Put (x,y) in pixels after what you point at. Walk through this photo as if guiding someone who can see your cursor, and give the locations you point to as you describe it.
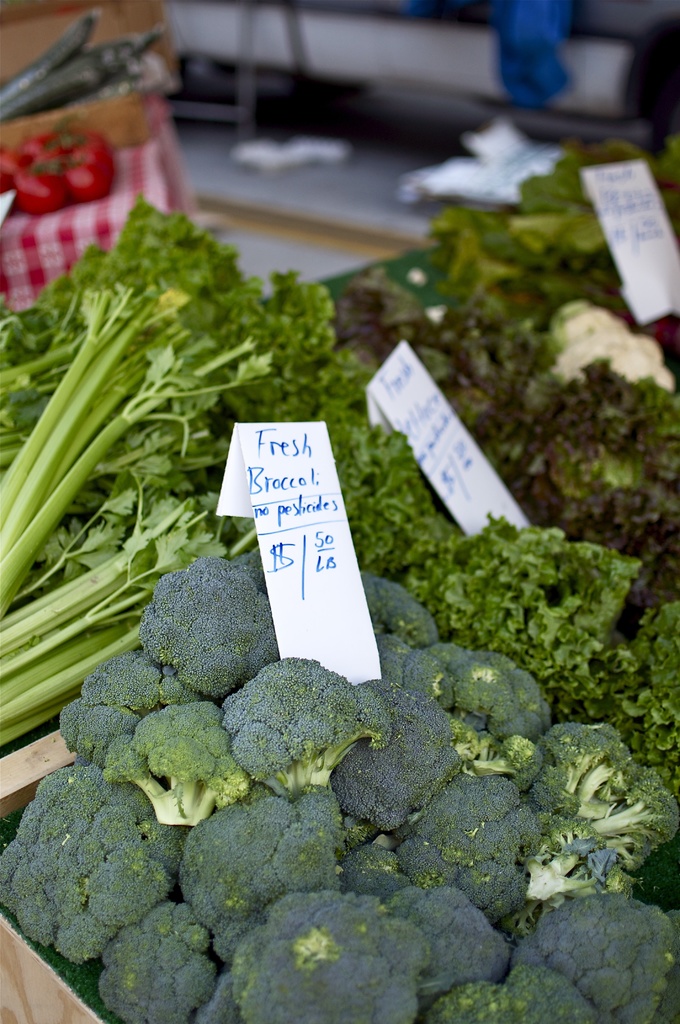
In this image we can see vegetables (109,591) on a platform (38,733) and there are texts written on small papers (346,597) on this vegetables (194,551). In the background (137,190) the image is blur but we can see vegetables (59,173) on a platform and we can see other objects (410,81).
